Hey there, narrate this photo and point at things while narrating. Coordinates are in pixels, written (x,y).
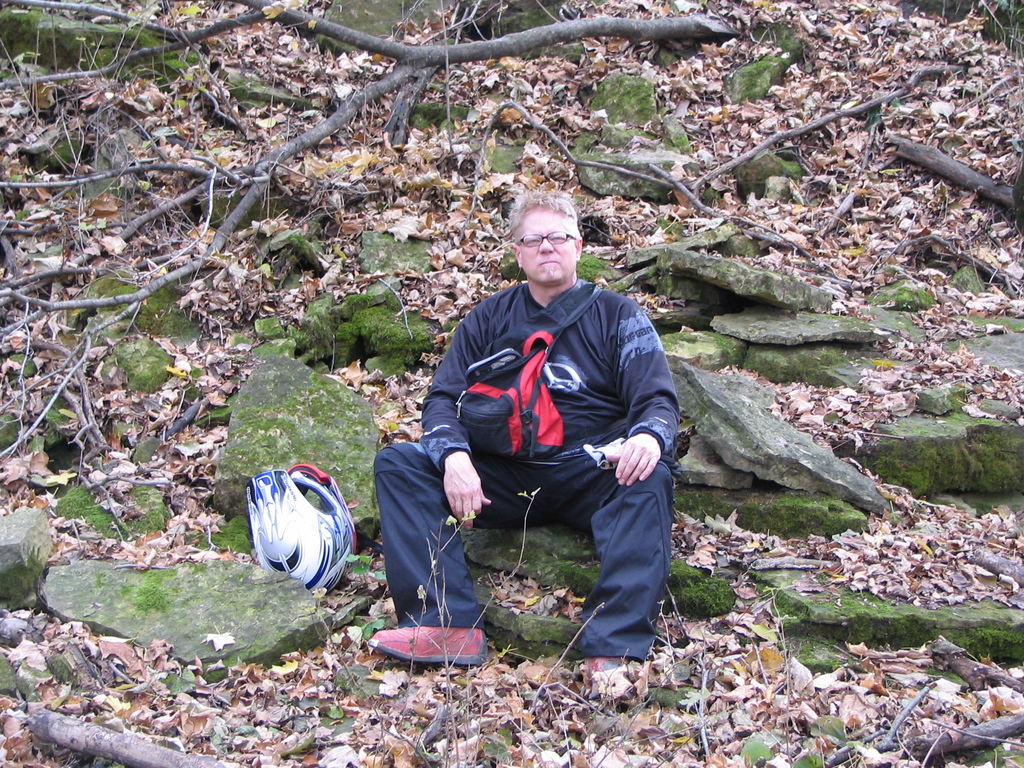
In the center of the image (547,269) we can see person (663,480) sitting on the stone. In the background (891,82) we can see stones (917,324), leaves (599,48) and tree (57,304).
